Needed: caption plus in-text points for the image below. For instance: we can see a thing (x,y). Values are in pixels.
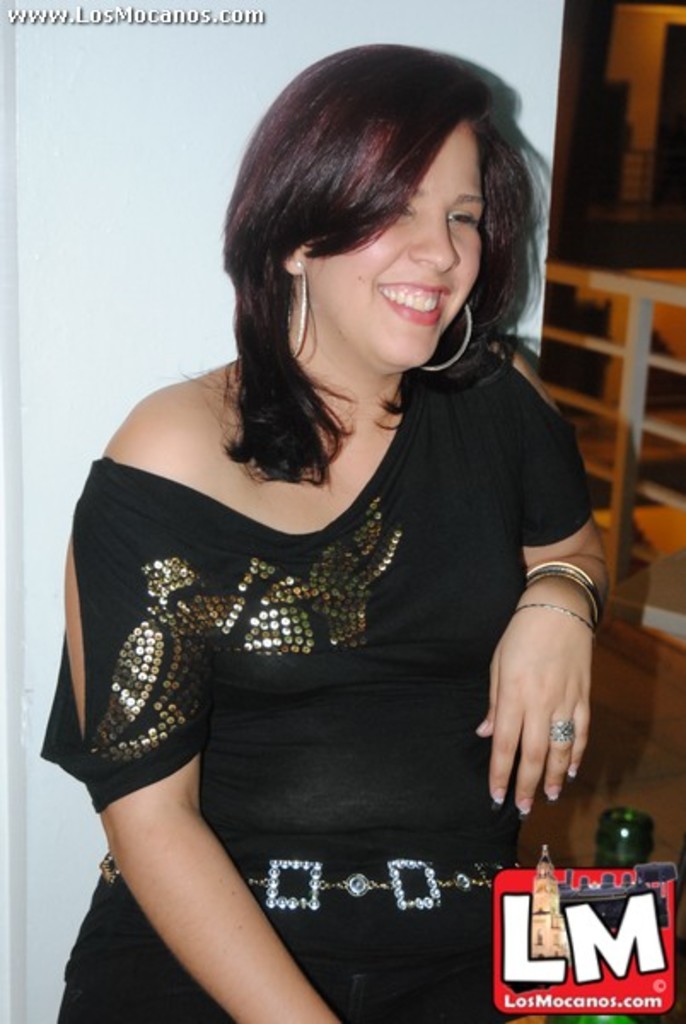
Here we can see a woman (446,367) and she is smiling. There is a bottle (613,850) and a logo (607,936). There is a white background (200,199).
